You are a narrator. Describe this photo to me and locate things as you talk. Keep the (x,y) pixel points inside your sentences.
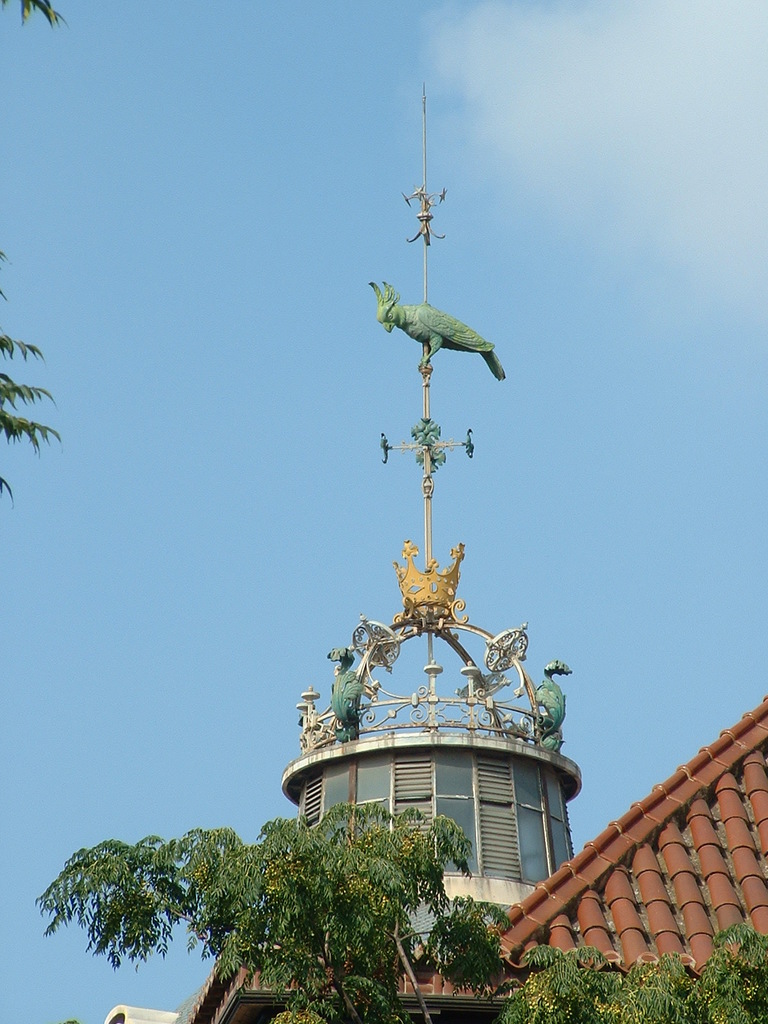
In this image I can see a building (711,910) in brown color, trees (298,886) in green color and sky (346,220) in blue color.
